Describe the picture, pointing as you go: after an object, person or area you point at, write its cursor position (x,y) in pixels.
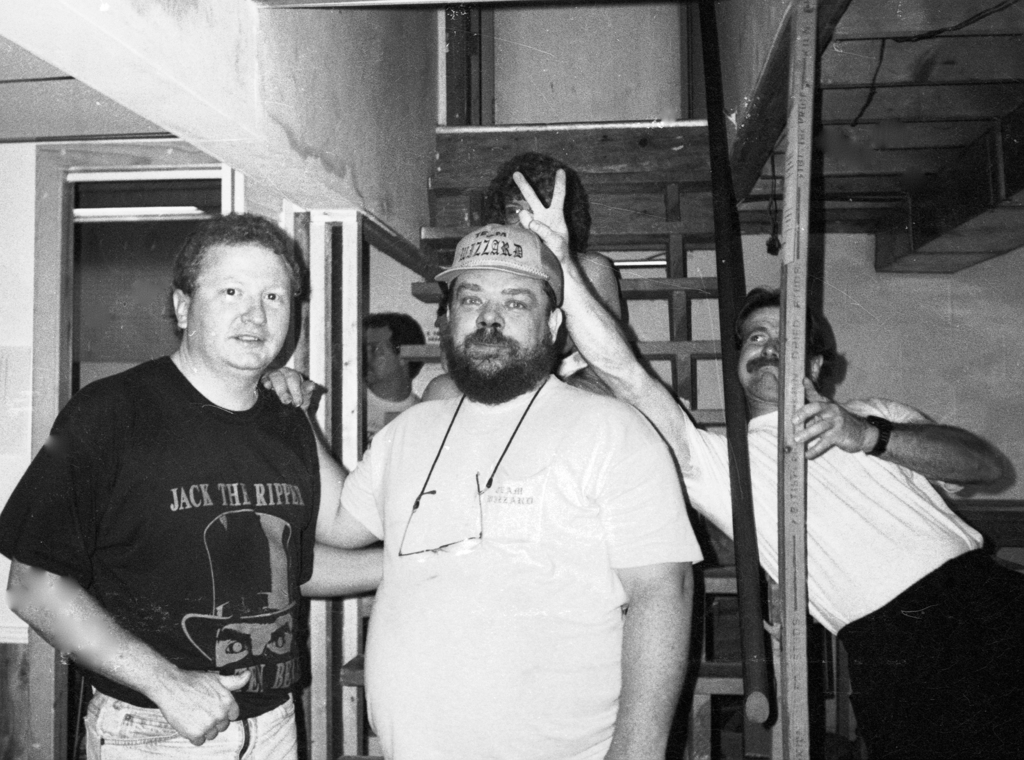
In this black and white image, we can see persons (909,457) wearing clothes (395,547). There is a staircase (652,233) in the middle of the image (423,351).
